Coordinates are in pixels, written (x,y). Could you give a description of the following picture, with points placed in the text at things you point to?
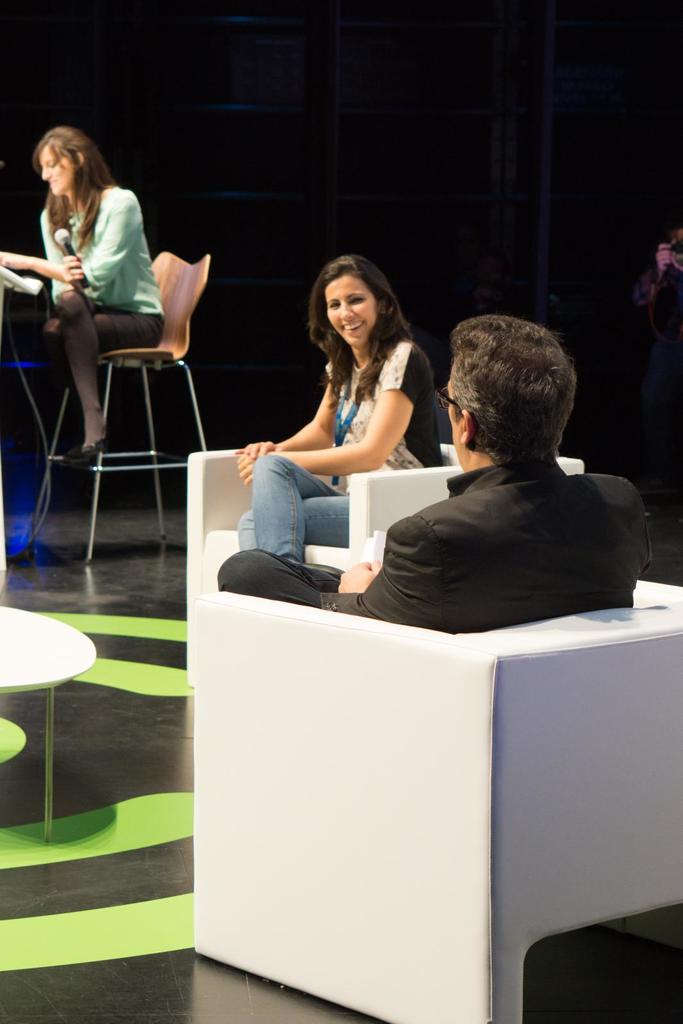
In this image, we can see three people (111,271) are sitting on the chairs (472,641). Here a woman (97,272) is holding a microphone (70,247). At the bottom (135,818), we can see surface (163,957). Left side of the image (15,669), there is a table (34,670). Right side of the image (670,368), we can see a person (670,386) is standing and holding a camera (677,250). Background (482,239) there is a dark view. Here we can see rods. In the middle of the image (381,469), a woman (349,393) is smiling and watching.
